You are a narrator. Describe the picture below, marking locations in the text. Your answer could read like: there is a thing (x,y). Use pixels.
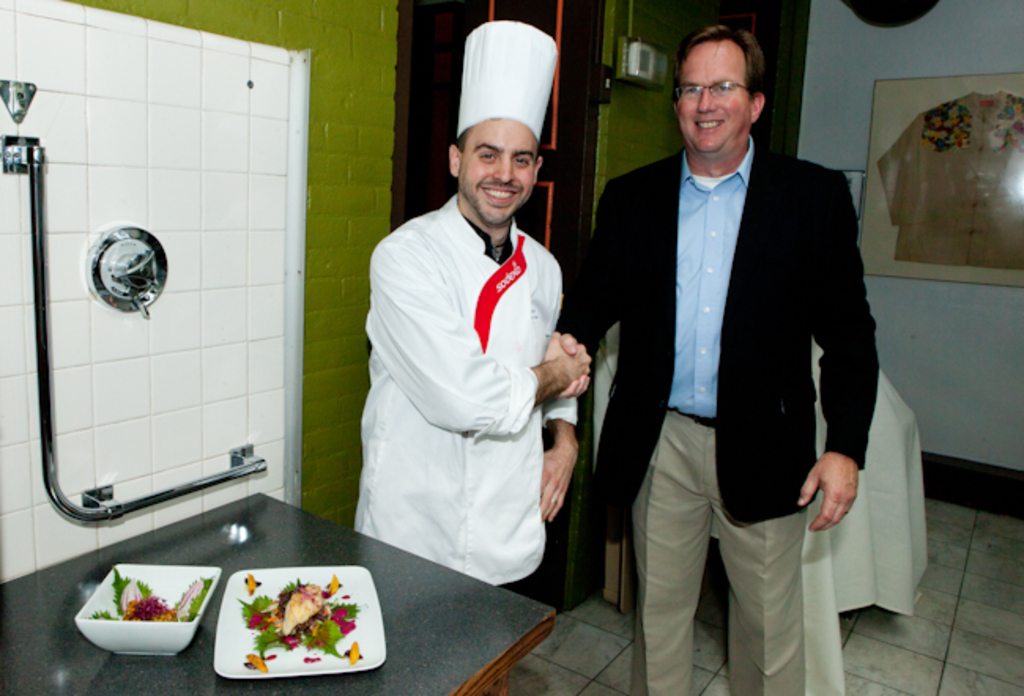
In this image we can see a man (704,253) in black suit (768,265) with the chef (524,330) and they are standing and smiling in front of a table (477,615) and on the table (206,619) we can see the food items (188,617) in a white bowl (182,631) and a white plate (287,652). In the background (942,41) there is a frame (931,113) attached to the wall (925,40). Floor (928,590) is also visible.
